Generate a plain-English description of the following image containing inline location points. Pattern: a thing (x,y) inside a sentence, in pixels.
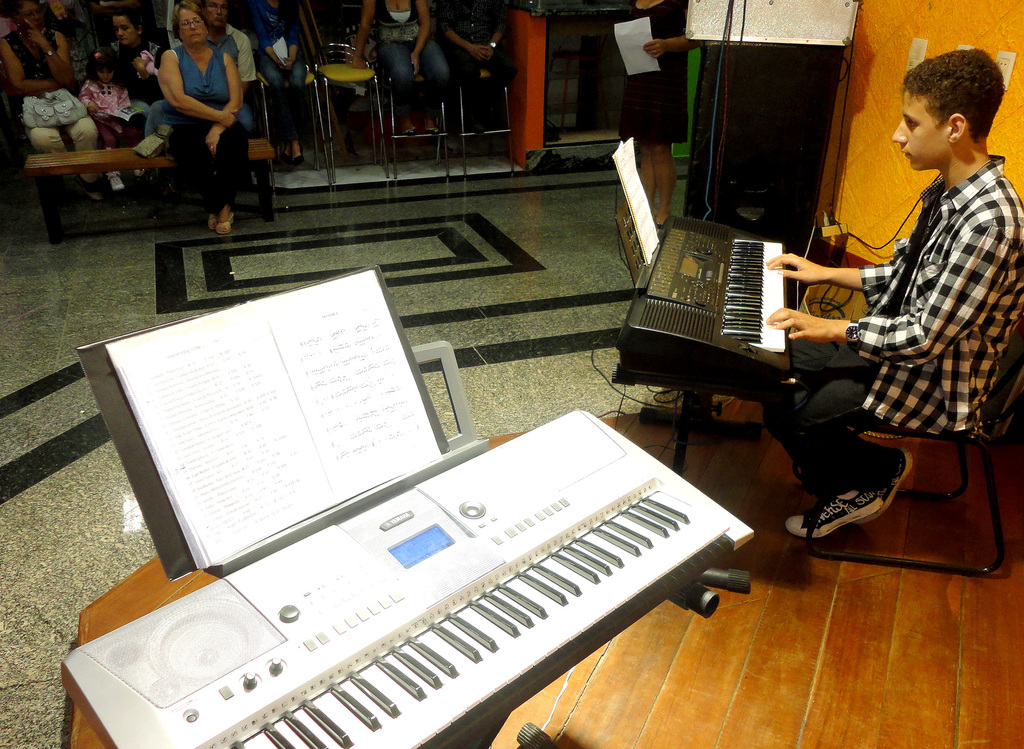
In this picture we can see a man (804,352) who is playing piano (720,322). This is floor (531,251). Here we can see some persons (414,66) are sitting on the chairs (328,93). There is a book (344,317) and this is wall (865,108).
